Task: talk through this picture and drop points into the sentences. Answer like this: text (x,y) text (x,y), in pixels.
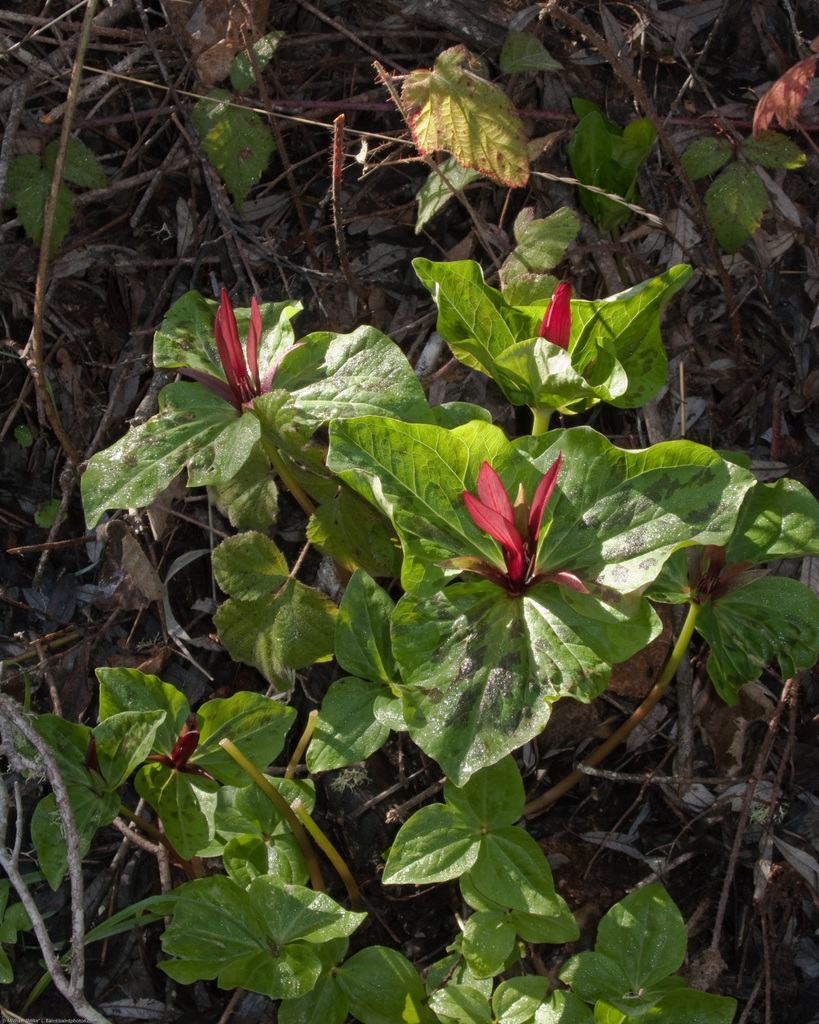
In this image we can see plants (415,507) with flowers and leaves (252,486).
